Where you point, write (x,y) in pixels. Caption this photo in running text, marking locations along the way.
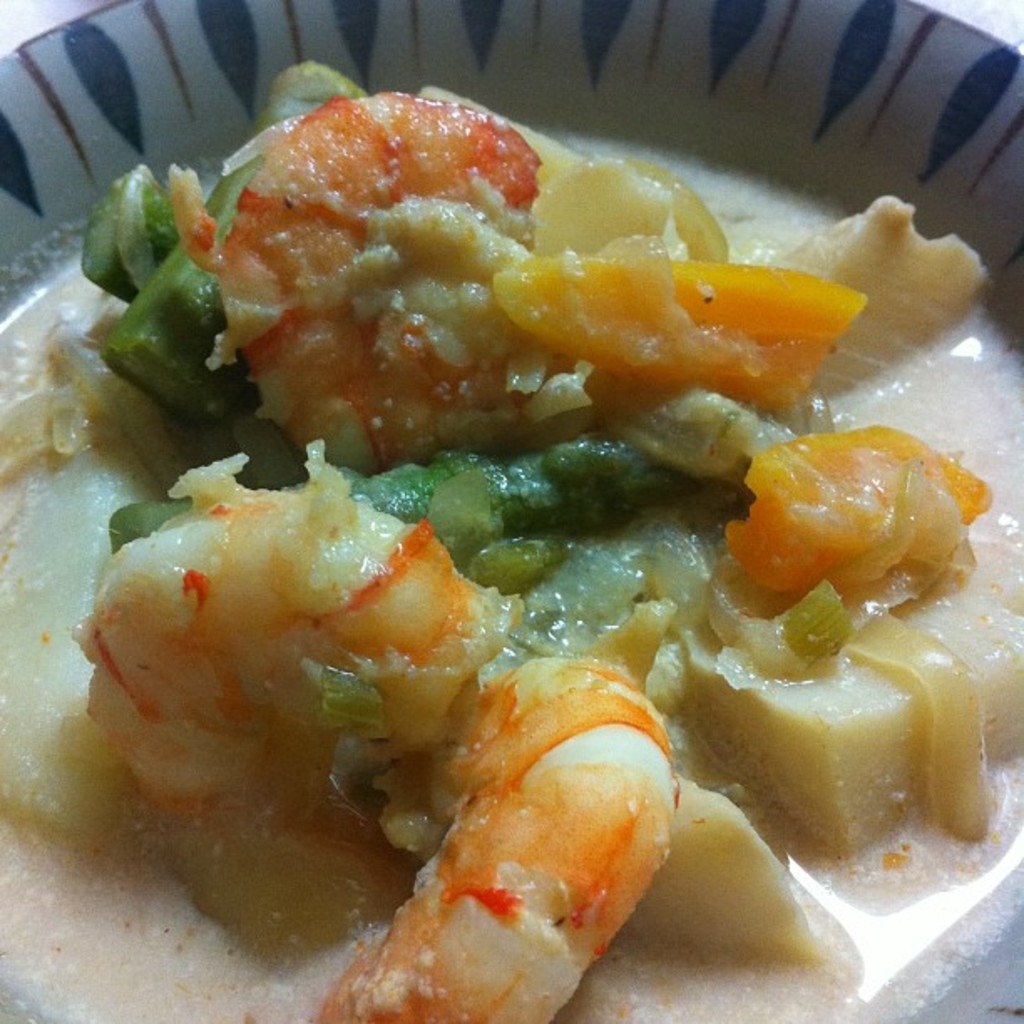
In this image I can see a plate (207,77) and in it I can see the colourful food (479,200).
